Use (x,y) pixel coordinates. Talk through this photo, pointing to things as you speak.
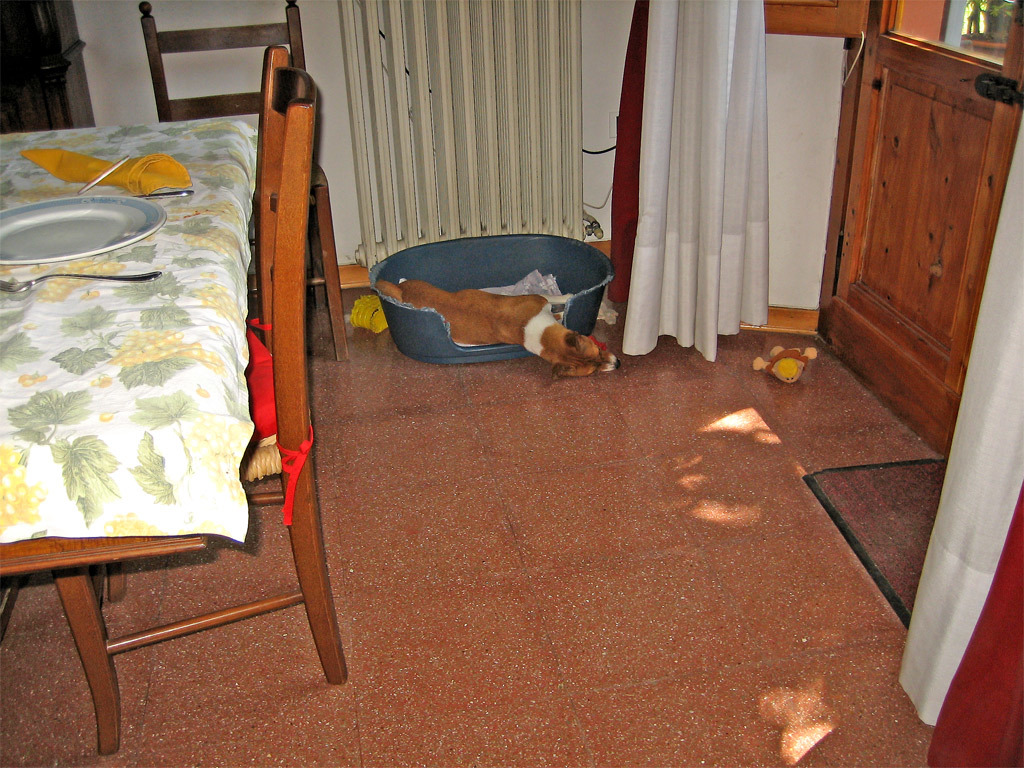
As we can see in the image there is a white color wall (112,46), curtain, dining table (23,320) and a dog (470,339). On dining table (68,262) there is a plate (123,226) and spoons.
